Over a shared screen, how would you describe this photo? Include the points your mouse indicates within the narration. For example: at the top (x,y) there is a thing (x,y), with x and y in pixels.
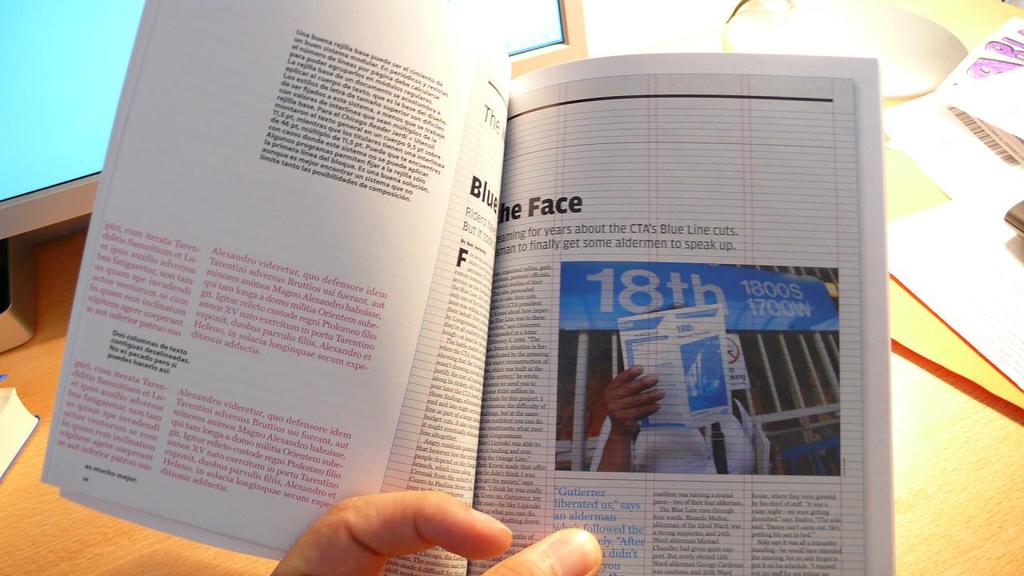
In this picture we can see a person's fingers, book (433,393) and in the background (938,37) we can see a monitor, mouse (937,55), papers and some objects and these all are on a wooden platform (899,359).
